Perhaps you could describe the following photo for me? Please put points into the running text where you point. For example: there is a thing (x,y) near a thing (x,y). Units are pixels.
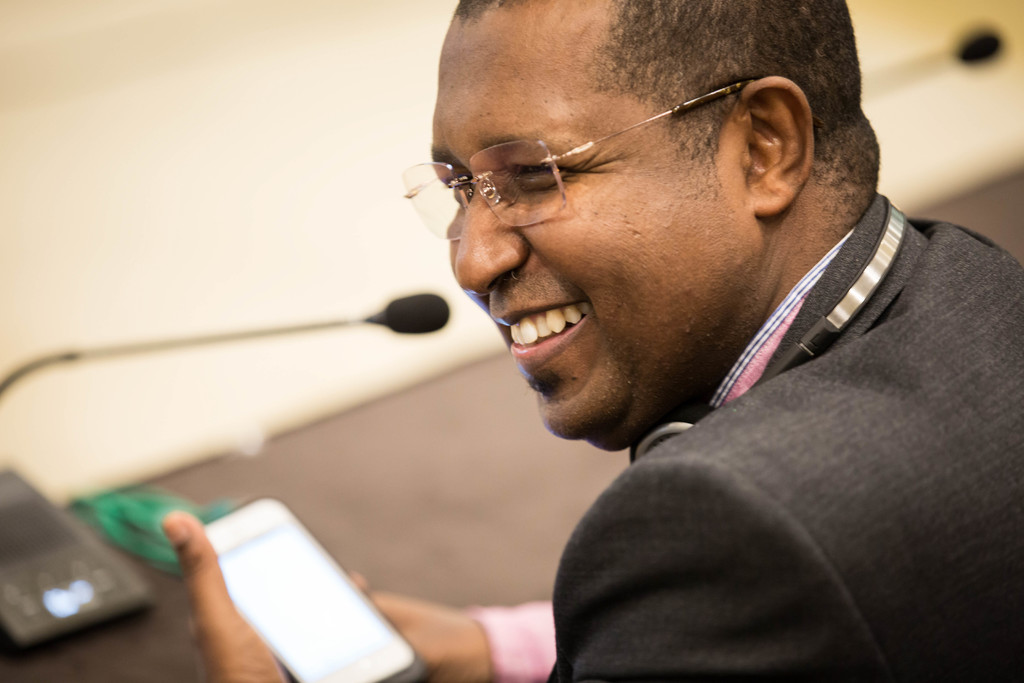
He is a man (792,300) holding a mobile phone (402,644) in his hand (460,652) and he is smiling. This is a microphone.
